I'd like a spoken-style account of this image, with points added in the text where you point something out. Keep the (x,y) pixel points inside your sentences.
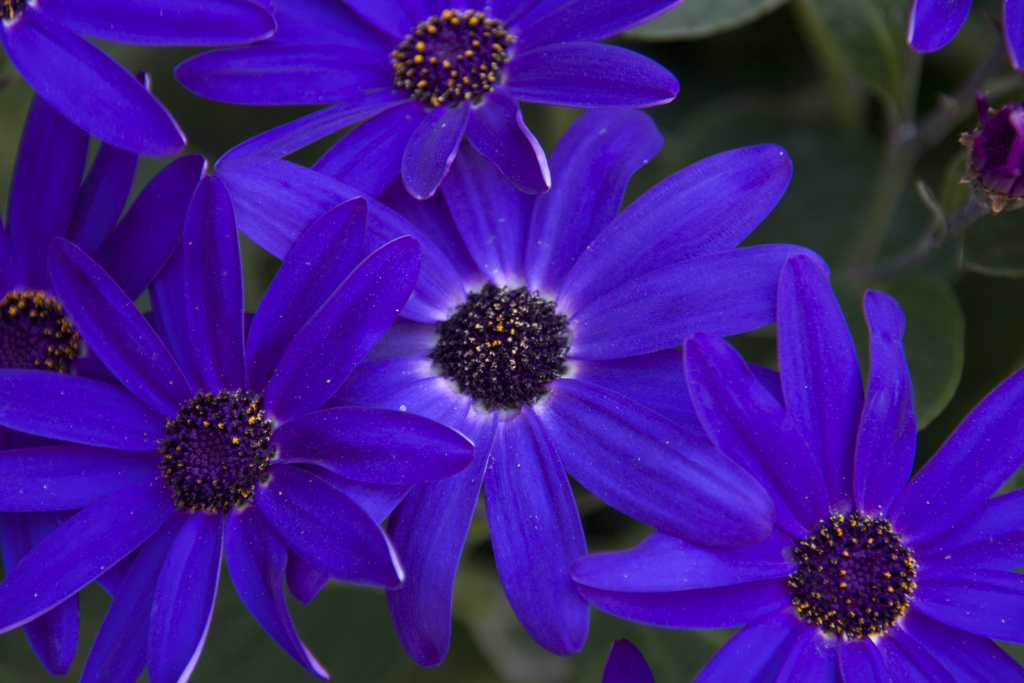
In this image there are flowers (673,449) and plants (734,103).
